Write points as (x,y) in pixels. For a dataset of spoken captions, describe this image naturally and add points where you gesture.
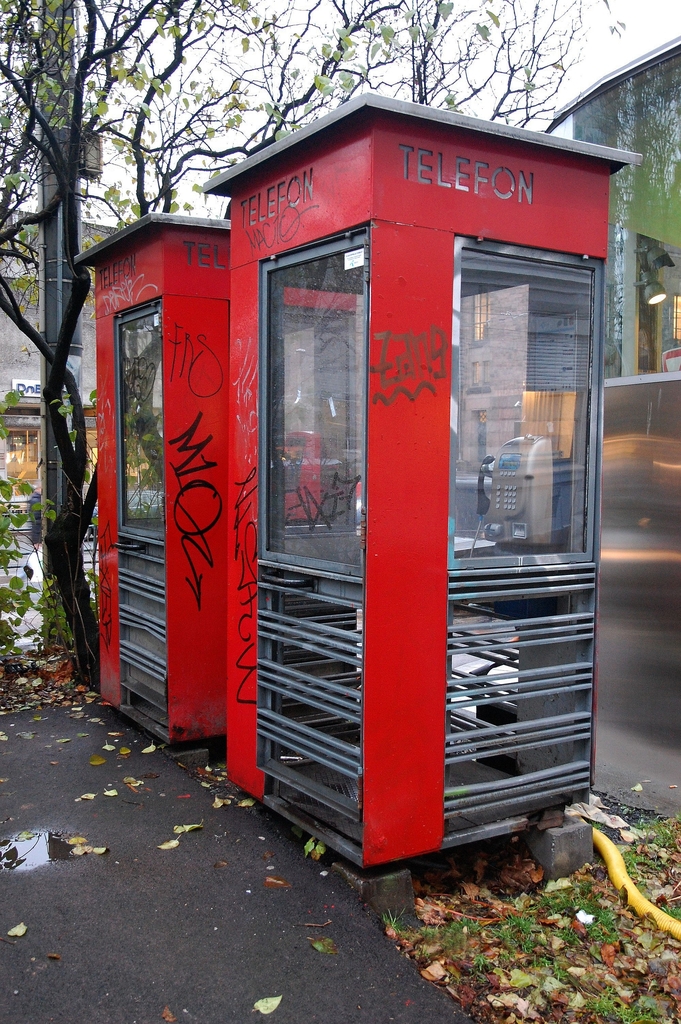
In this picture, we see two telephone booths (307,539) which are in red color. Beside that, we see a pole (58,450) and a tree (61,527). At the bottom (242,943), we see the road (369,945) and dry leaves (566,941). Beside that, we see a yellow color pipe (623,882). In the background (616,343), we see the buildings (35,272). At the top (259,125), we see the sky (130,95). This picture might be clicked outside the city.
